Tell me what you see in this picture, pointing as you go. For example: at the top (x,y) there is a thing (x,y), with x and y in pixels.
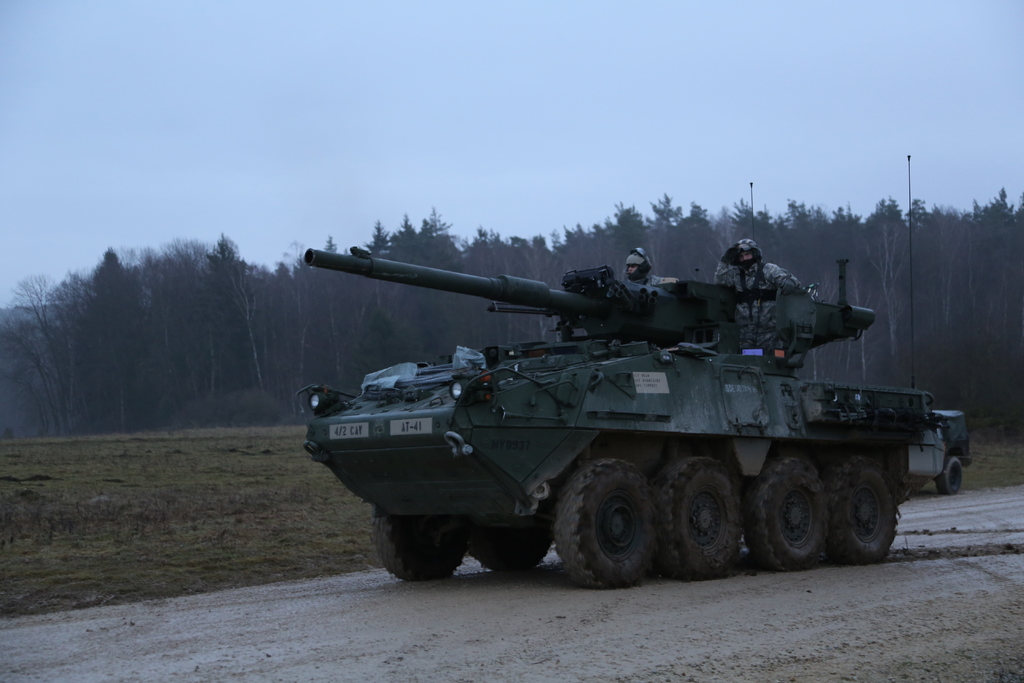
In this image I can see a military tank (632,472) on the road (657,636) on which I can see two persons (725,274) wearing uniform (759,284) and helmets (642,271) on their heads (742,260). In the background (157,481), I can see the grass (147,544) on the ground (121,544) and trees (206,329). On the top of the image (281,99) I can see the sky (504,72).
